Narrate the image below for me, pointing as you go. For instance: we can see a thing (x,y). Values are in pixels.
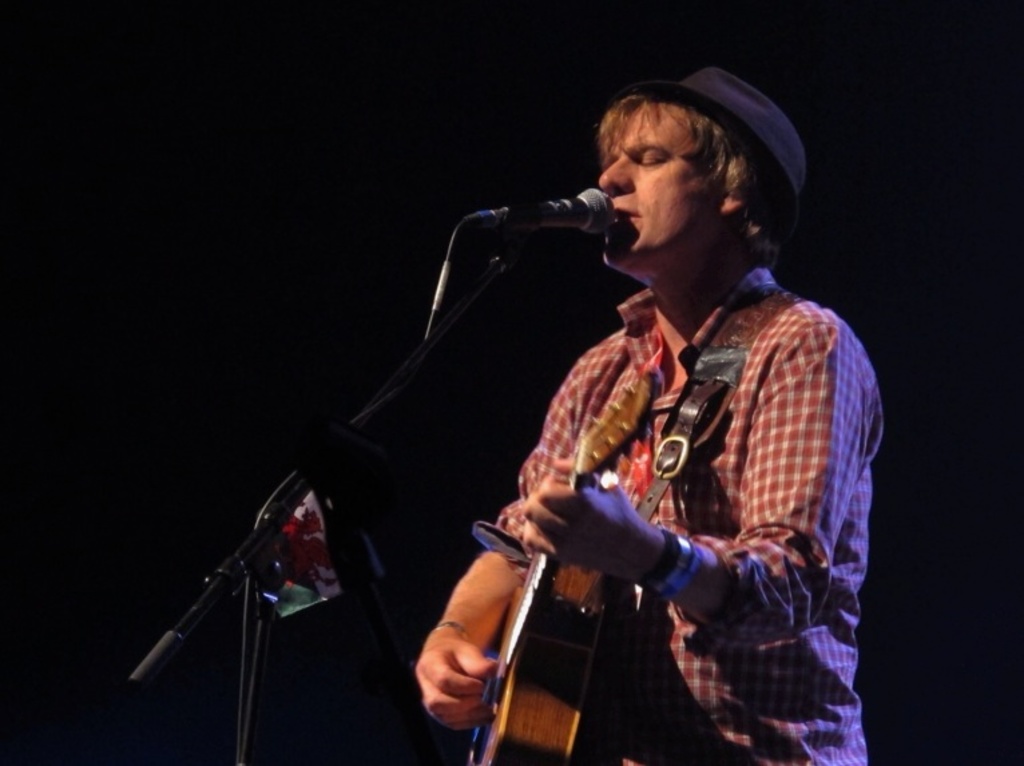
In the middle (672,448) there is a man (737,458) he wear check shirt (750,501) and hat (728,105), he is playing guitar (550,624) and singing. On the left (245,570) there is a mic stand (205,597) and mic (577,206).
